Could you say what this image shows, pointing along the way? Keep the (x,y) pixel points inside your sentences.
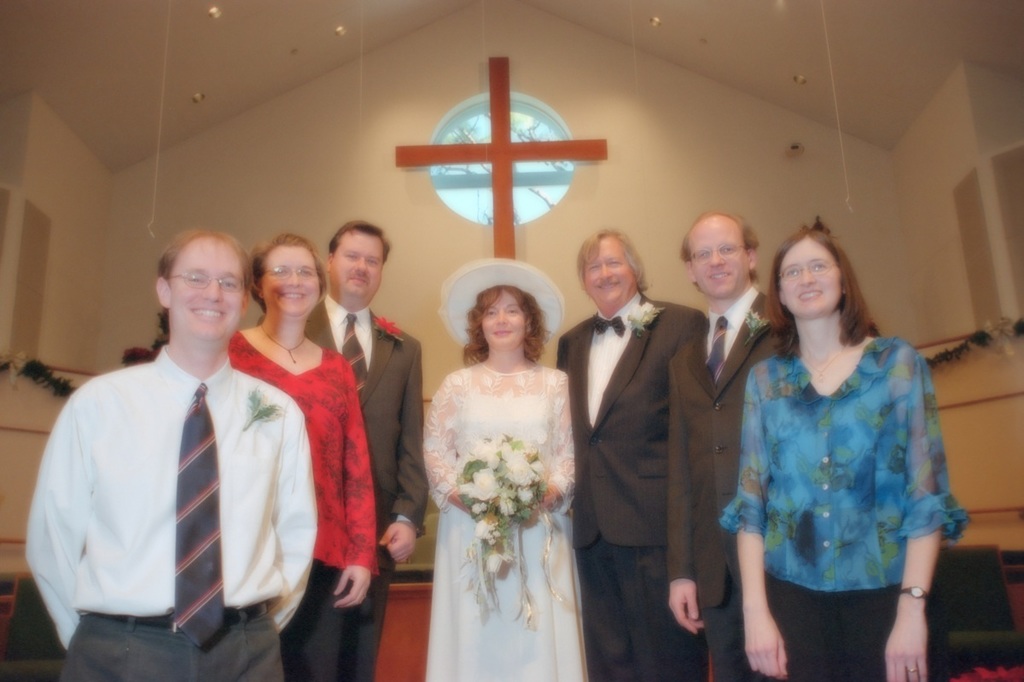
In the picture I can see a few persons (221,248) and there is a smile on their face (695,259). I can see three men (597,385) in the picture wearing a suit (758,360) and tie (616,318). I can see a woman (546,392) in the middle of the image (481,380) and she is holding the flowers (484,570) in her hands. There is a lighting arrangement (208,6) on the roof (874,29).
